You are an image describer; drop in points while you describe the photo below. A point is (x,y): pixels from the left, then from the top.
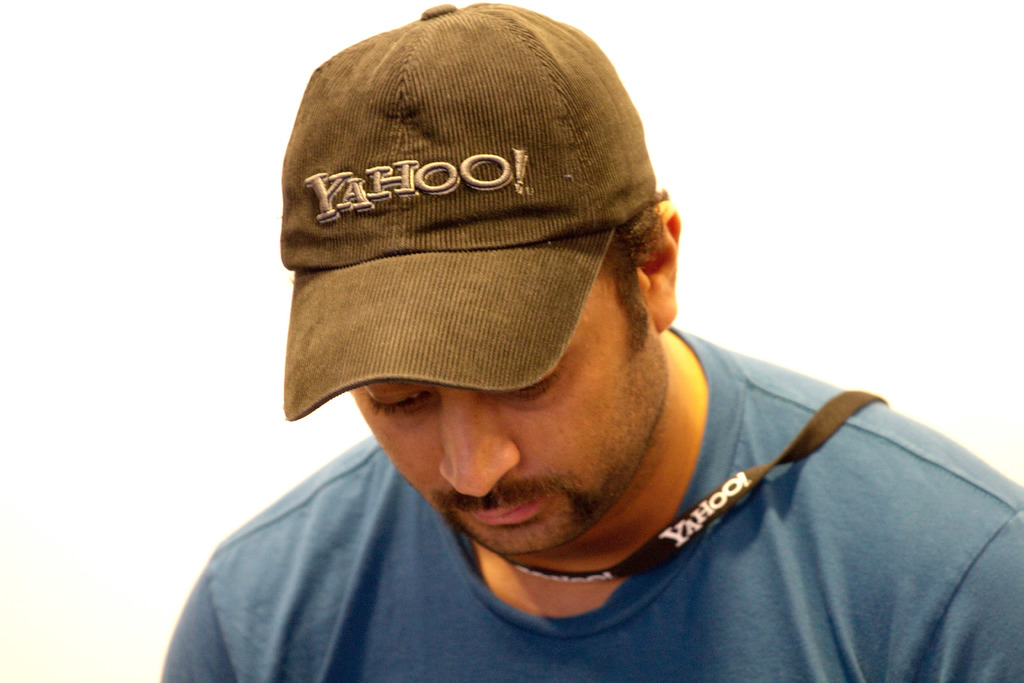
In this image I can see a person (827,560) wearing blue colored t shirt (785,542) and brown colored hat (472,291). I can see a black and white colored rope (703,505) in his neck (652,505) and I can see the white colored background (849,66).
